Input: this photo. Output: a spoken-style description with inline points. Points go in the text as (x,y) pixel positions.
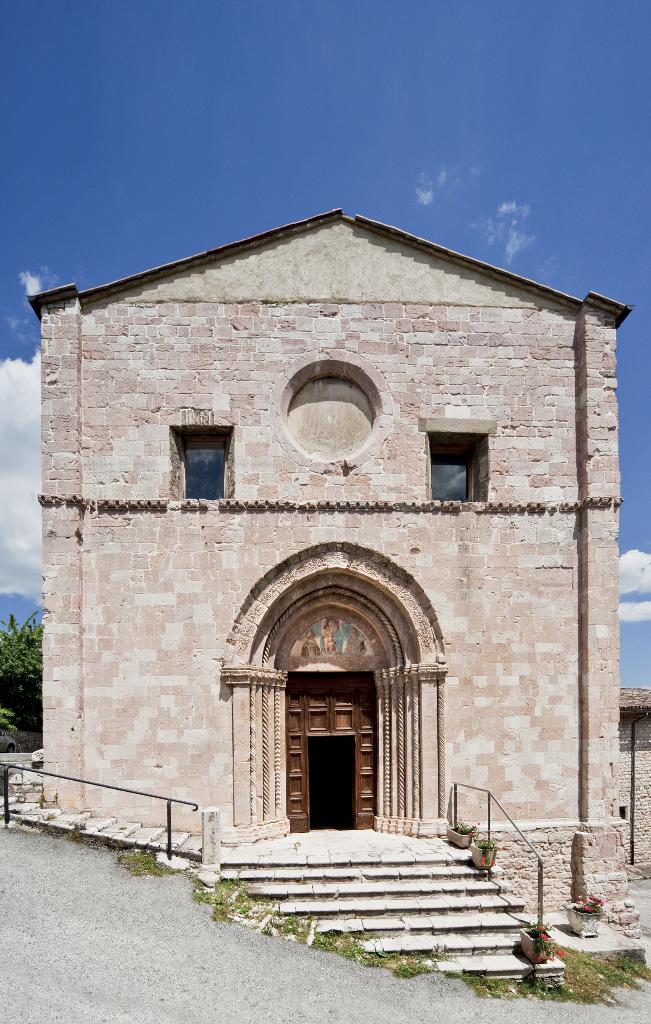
In this image I can see a building (331,491), windows (221,479), stairs (377,863), plants (476,839) in pots (542,934), railings (540,875) and a tree (31,710) over there. In the background (25,616) I can see clouds (13,565) and the sky (362,195).
